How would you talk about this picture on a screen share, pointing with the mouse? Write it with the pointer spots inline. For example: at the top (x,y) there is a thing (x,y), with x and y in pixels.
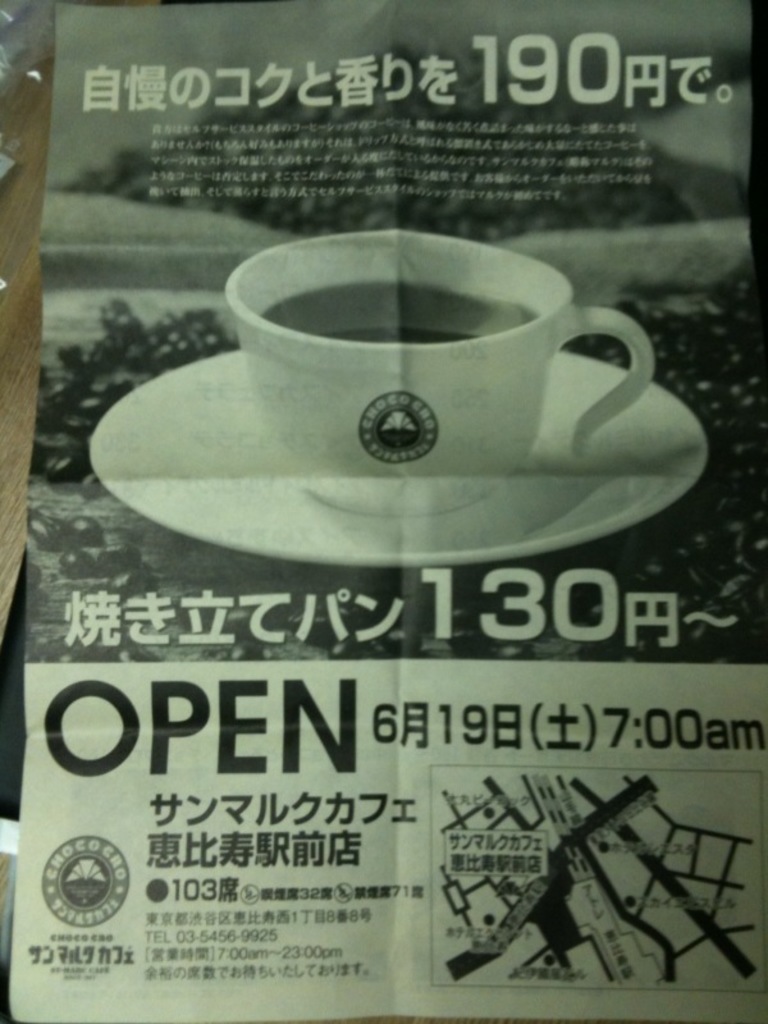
In this picture I can observe a pamphlet (373,177). There is some text (234,678) in this pam phlet (234,177). I can observe a cup (282,380) and a saucer (299,542) in this pamphlet (326,482).
